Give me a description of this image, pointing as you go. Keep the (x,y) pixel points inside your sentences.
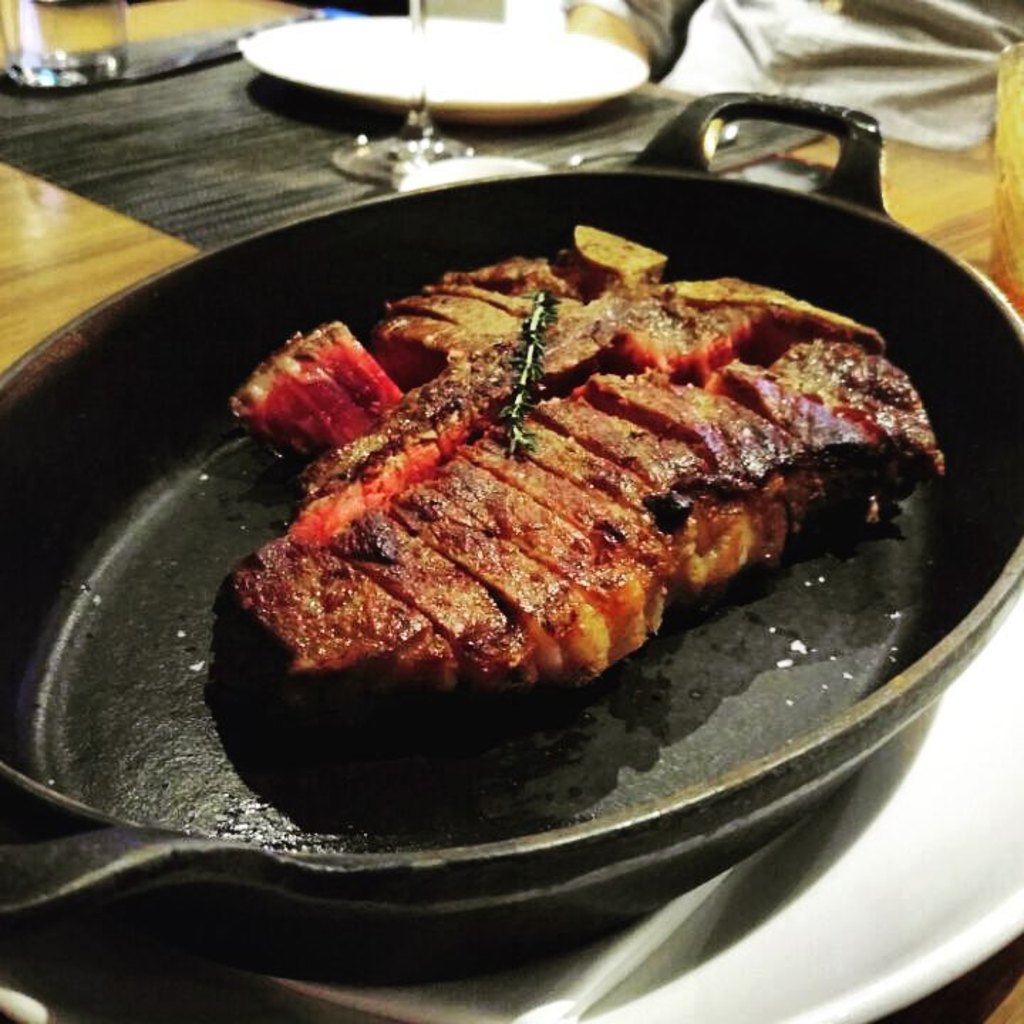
In this picture we can see food (468,362) in the pan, beside the pan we can see a plate (471,33), glasses (98,22) and other things (146,137) on the table (1,208).
